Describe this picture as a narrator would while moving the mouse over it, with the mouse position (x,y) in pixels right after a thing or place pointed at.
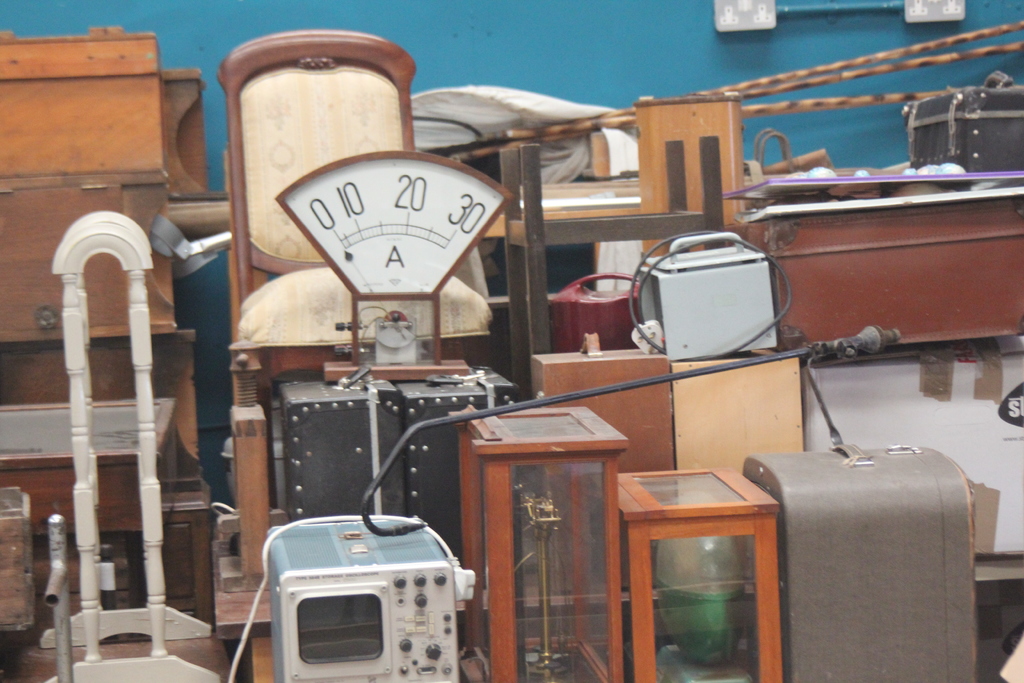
There are some wooden objects (512,492) and the background wall (658,73) is blue in color.
